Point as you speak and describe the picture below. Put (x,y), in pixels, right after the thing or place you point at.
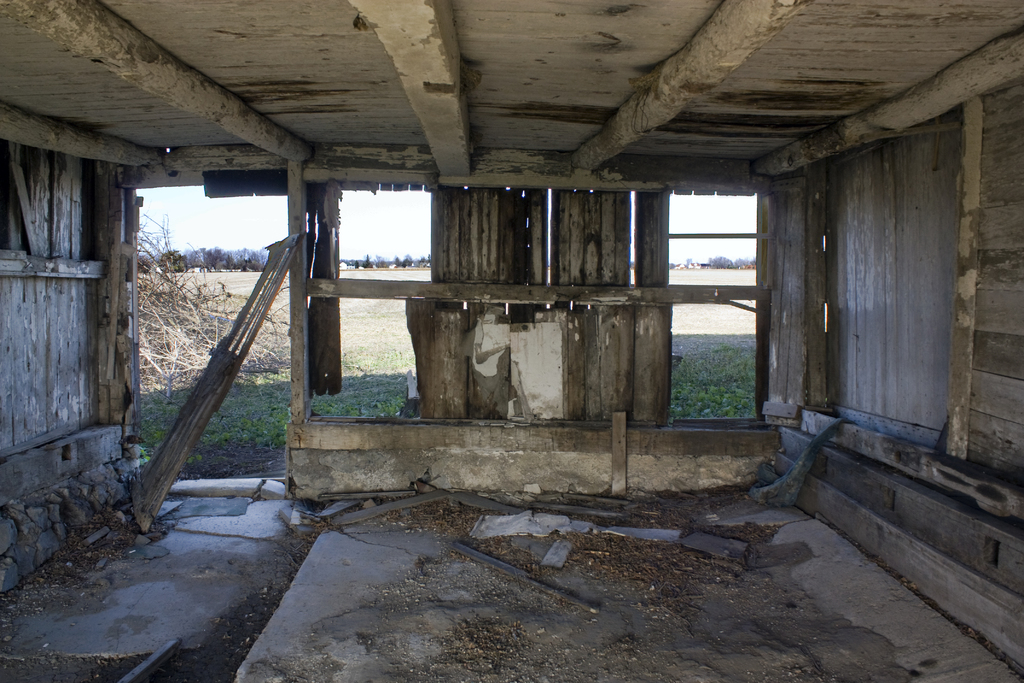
In this image I can see the wooden shed (615,421). Outside of the shed (388,432) I can see the sticks (179,348) of the tree (141,311). In the back (368,249) I can see many trees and the white sky (368,249).
